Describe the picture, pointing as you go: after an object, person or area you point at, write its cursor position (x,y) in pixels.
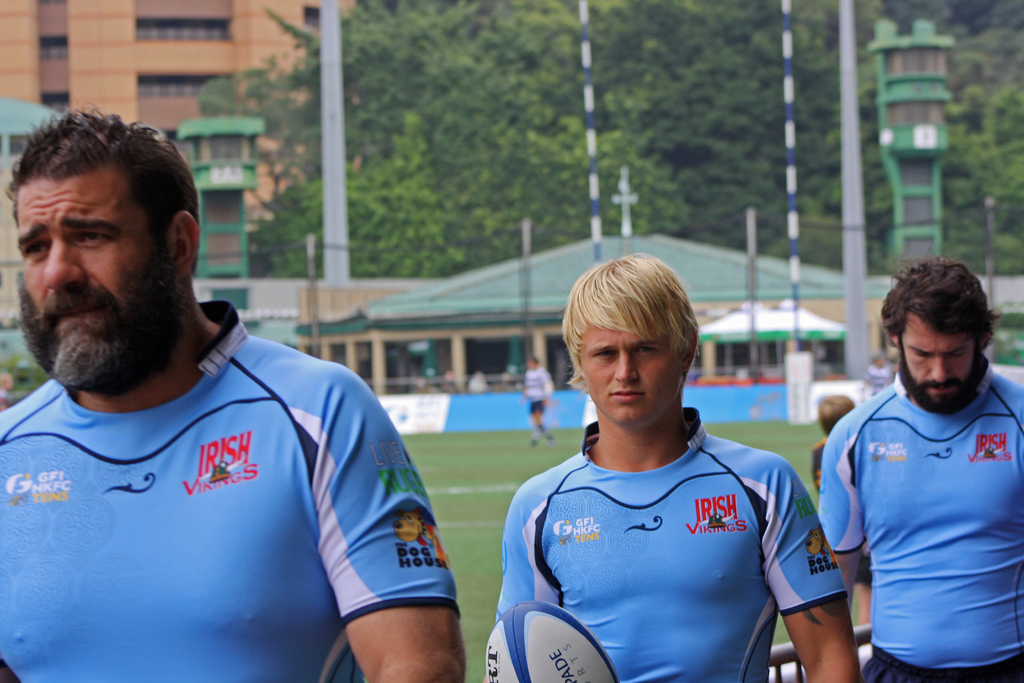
In this image I can see three persons (988,554). In front (658,554) the person (705,578) is wearing blue color dress (592,585) and holding the ball (575,614). In the background (702,268) I can see the stall (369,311), few buildings (153,70), poles (327,97) and few trees (874,121) in green color.
